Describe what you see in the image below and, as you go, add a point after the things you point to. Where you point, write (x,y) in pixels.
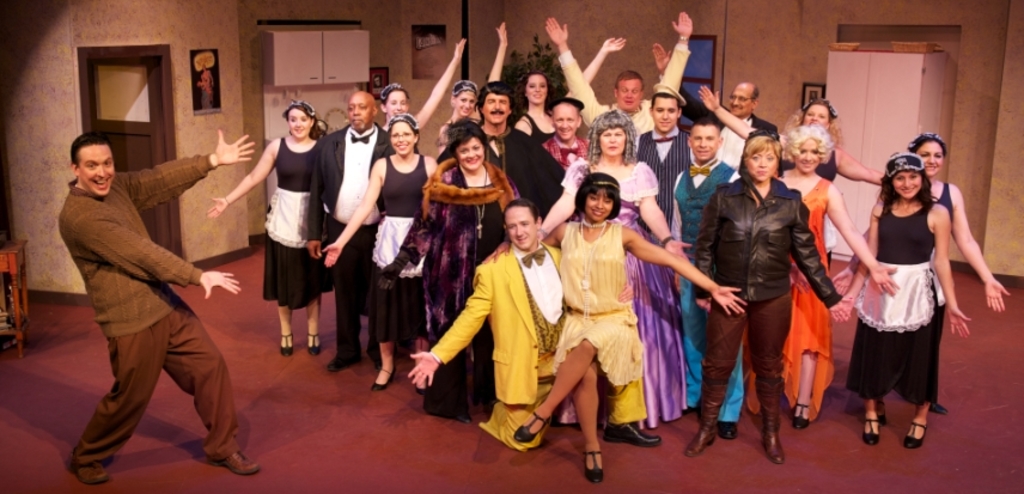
This picture describes about group of people (560,263), few are seated and few are standing, in the left side of the given image we can see a man (93,230), he is smiling, in the background (842,64) we can find cupboards (841,61), plant (509,72) and frames (428,74) on the wall (230,110).
